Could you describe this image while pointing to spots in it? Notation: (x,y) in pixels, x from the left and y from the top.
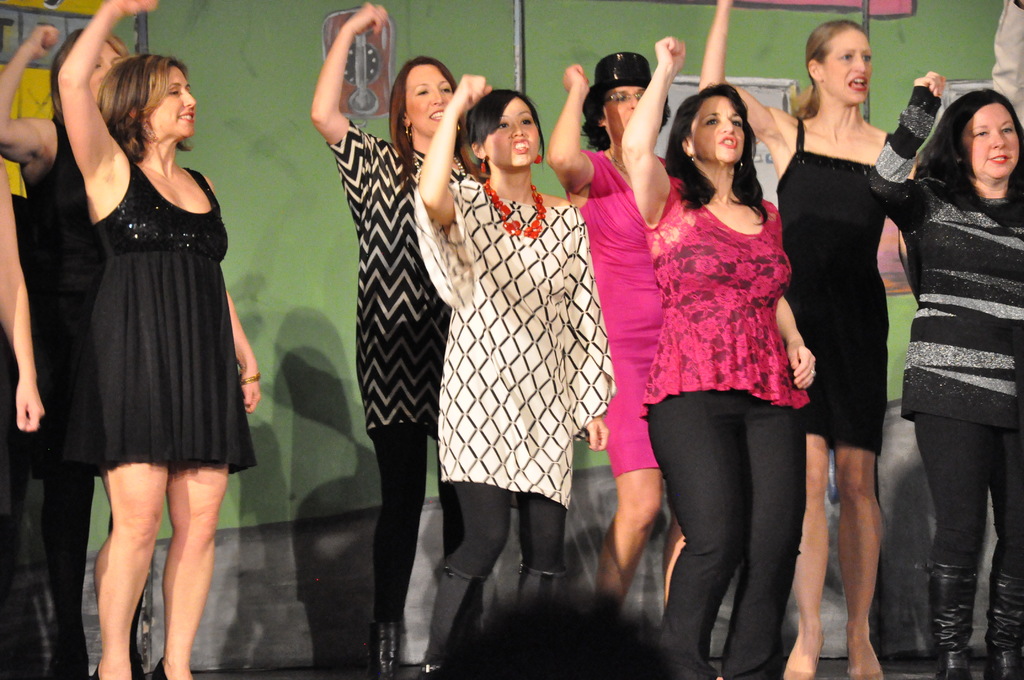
This image consists of many women (467,353) dancing. At the bottom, there is a floor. In the background (589,71), there is a wall (407,45) in green color. On which there are frames (751,85). On the left (121,381), the woman (127,370) is wearing a black dress (195,429).
